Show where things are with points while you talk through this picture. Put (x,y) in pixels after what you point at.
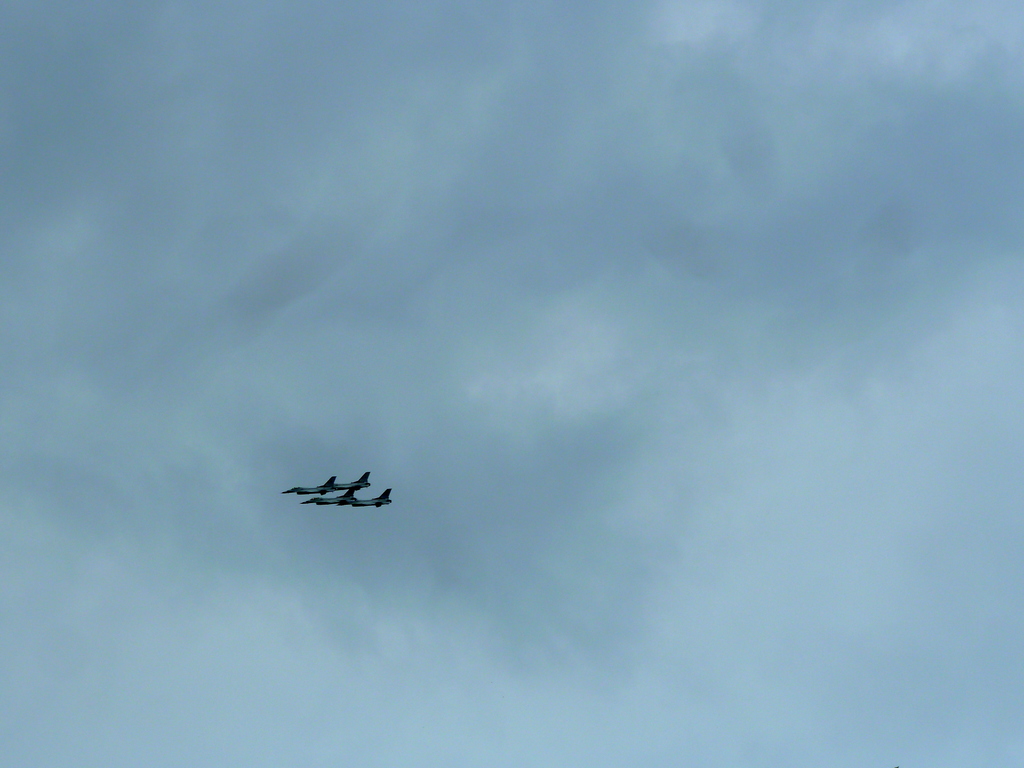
In this image I can see four aircrafts (335,500) in the air (353,560). In the background (206,419) I can see the clouds (227,360) and the sky (284,367).
